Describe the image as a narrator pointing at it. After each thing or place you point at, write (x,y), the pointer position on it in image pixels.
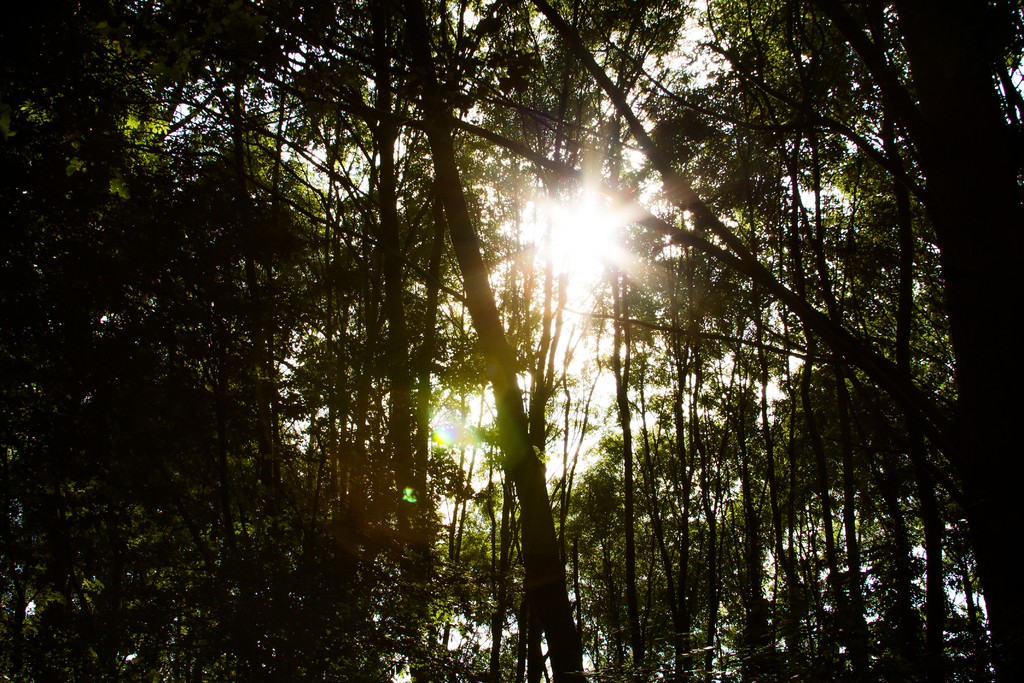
This image is taken outdoors. In the background (585,354) there is the sky (560,261) and there is sun (576,247) in the sky (566,201). In the middle of the image (509,312) there are many trees (844,578) with leaves (194,304), stems (945,122) and branches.
